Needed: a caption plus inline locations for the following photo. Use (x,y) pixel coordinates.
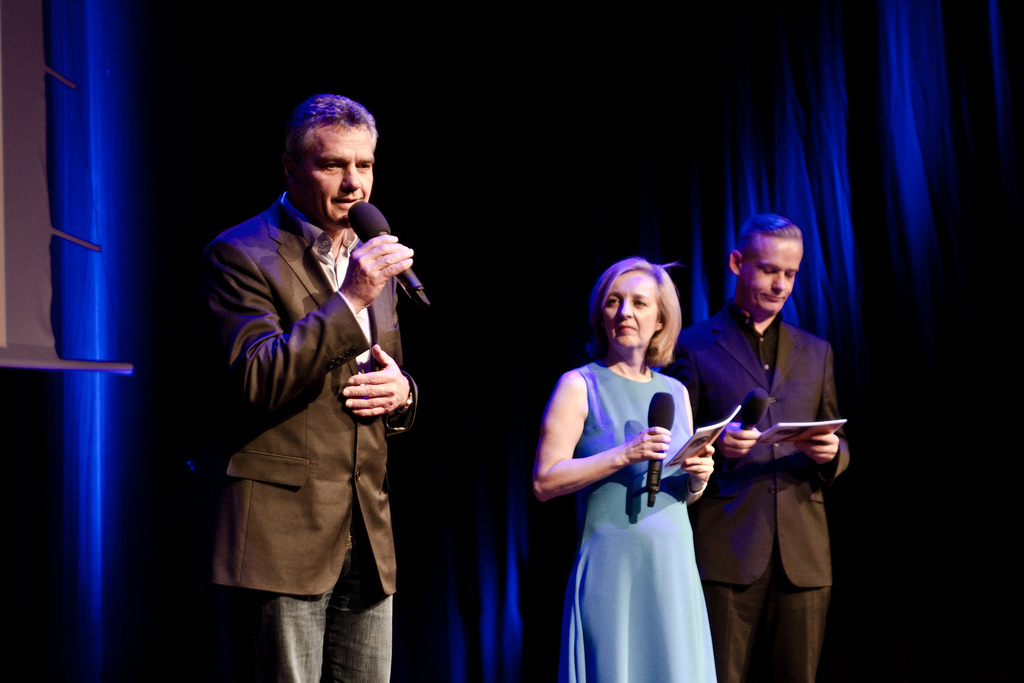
In the picture there is a man (361,388) and woman (615,494) holding mic (361,216) and beside them there is another man (755,352) stood and in the background (706,176) there is curtain (477,108).
